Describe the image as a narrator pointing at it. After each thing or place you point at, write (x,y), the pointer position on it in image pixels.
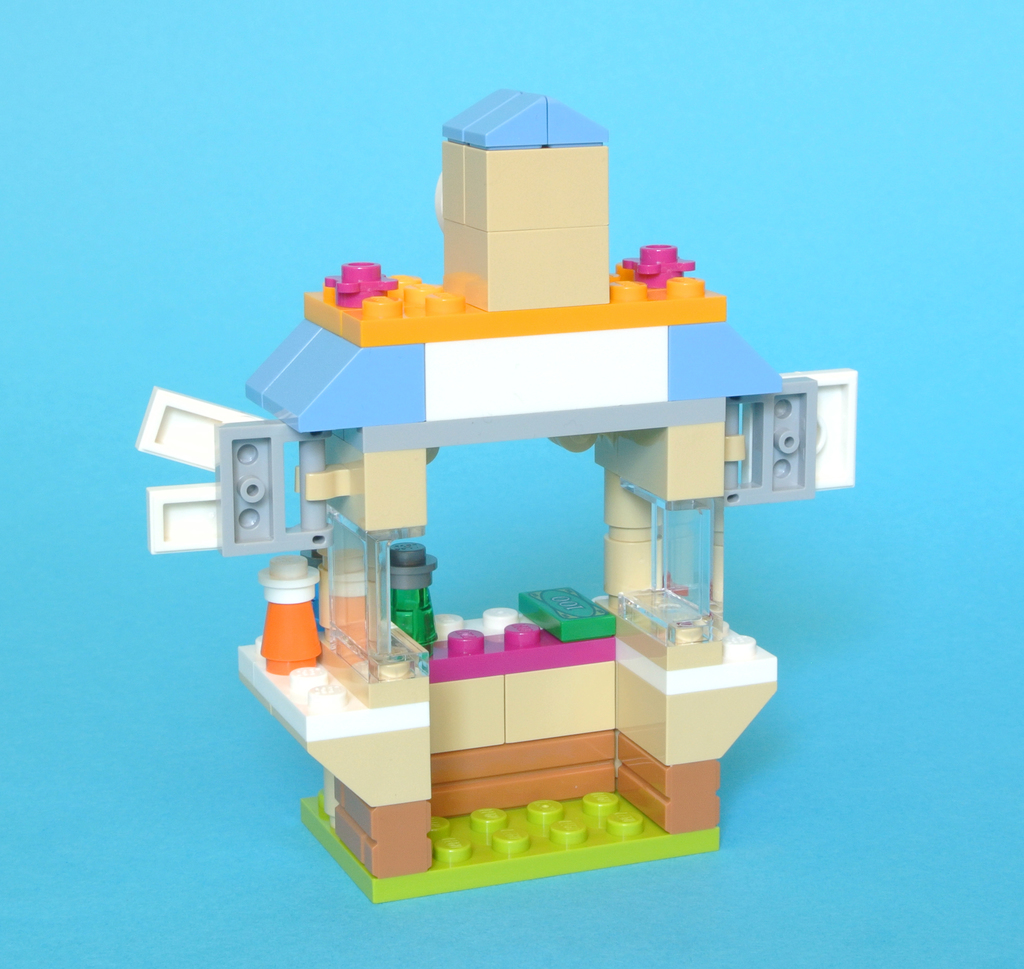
In this picture we can see the puzzle block toy (332,834). Behind there is a blue color background (18,372).
